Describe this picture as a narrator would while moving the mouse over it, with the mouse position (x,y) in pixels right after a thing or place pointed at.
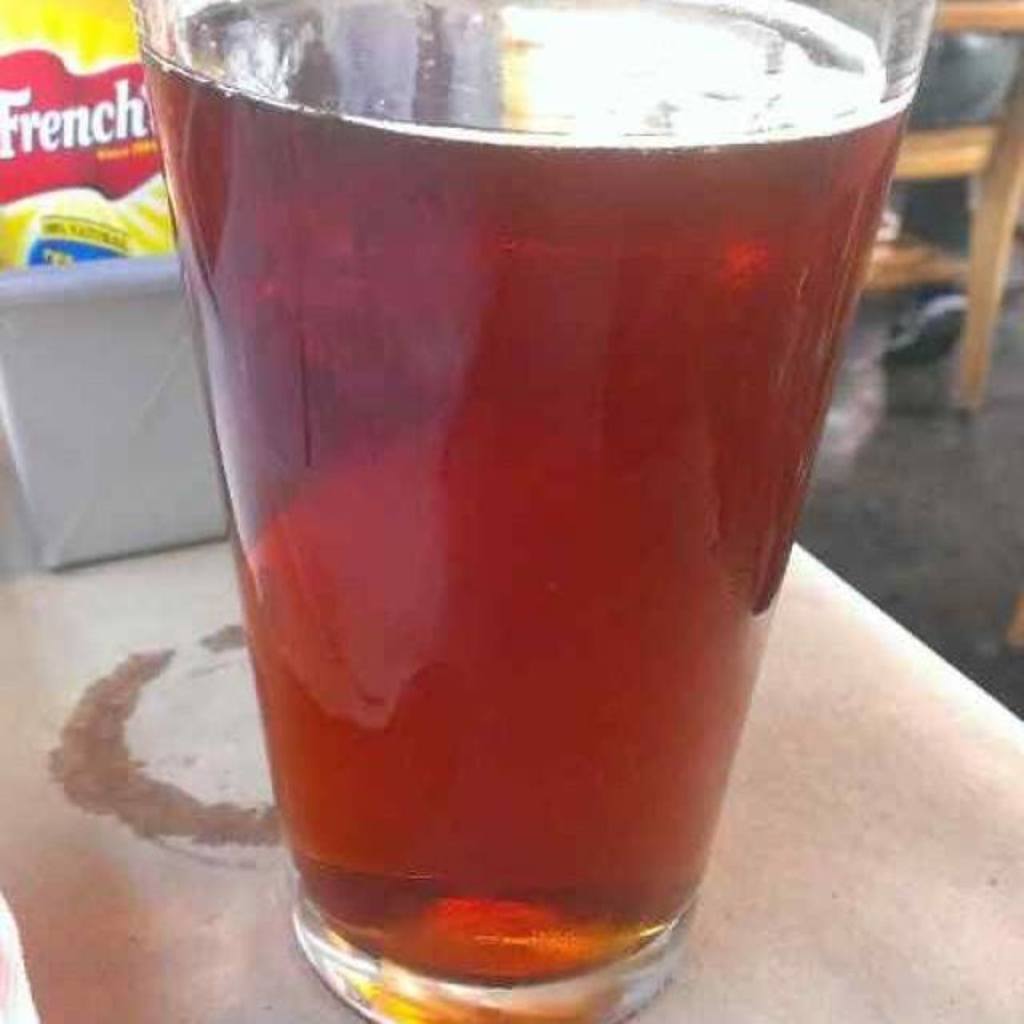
In this image we can see a glass of drink (415,357), and a packet (5,114) in the box (57,333), which are on the table (157,673), also we can see the chair (890,246).
